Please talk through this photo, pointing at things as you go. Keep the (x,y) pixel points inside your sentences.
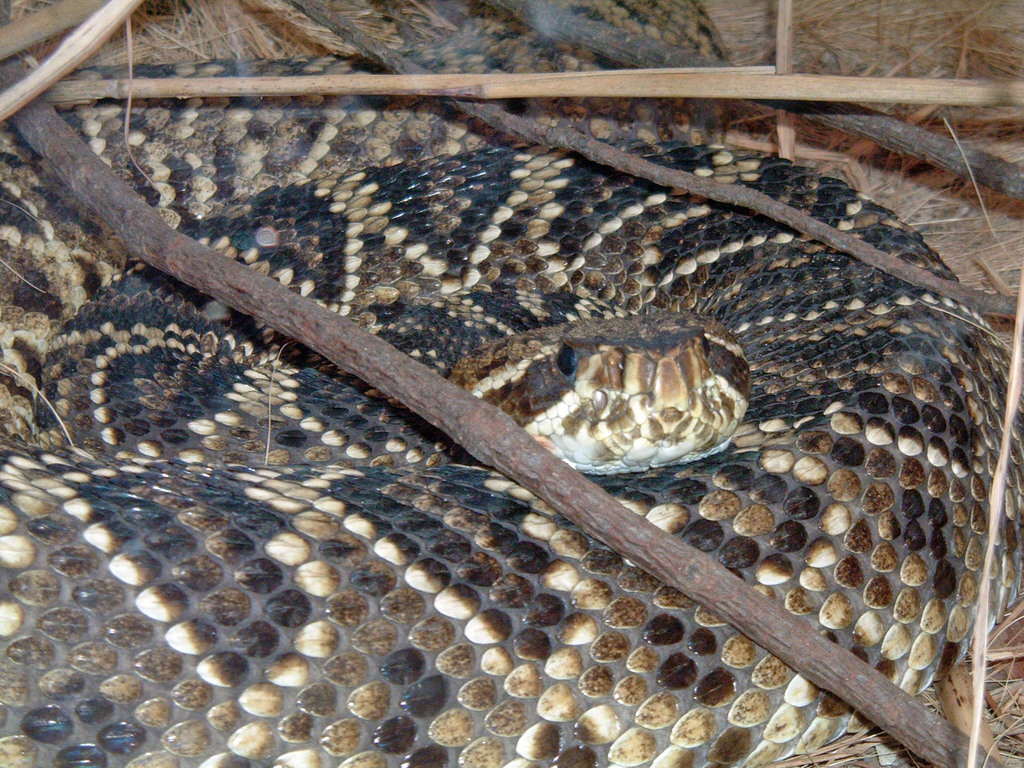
In this picture there is a snake (437,240) and there are sticks (415,369) above the snake (345,231). At the bottom (783,765) there is grass (852,171).
